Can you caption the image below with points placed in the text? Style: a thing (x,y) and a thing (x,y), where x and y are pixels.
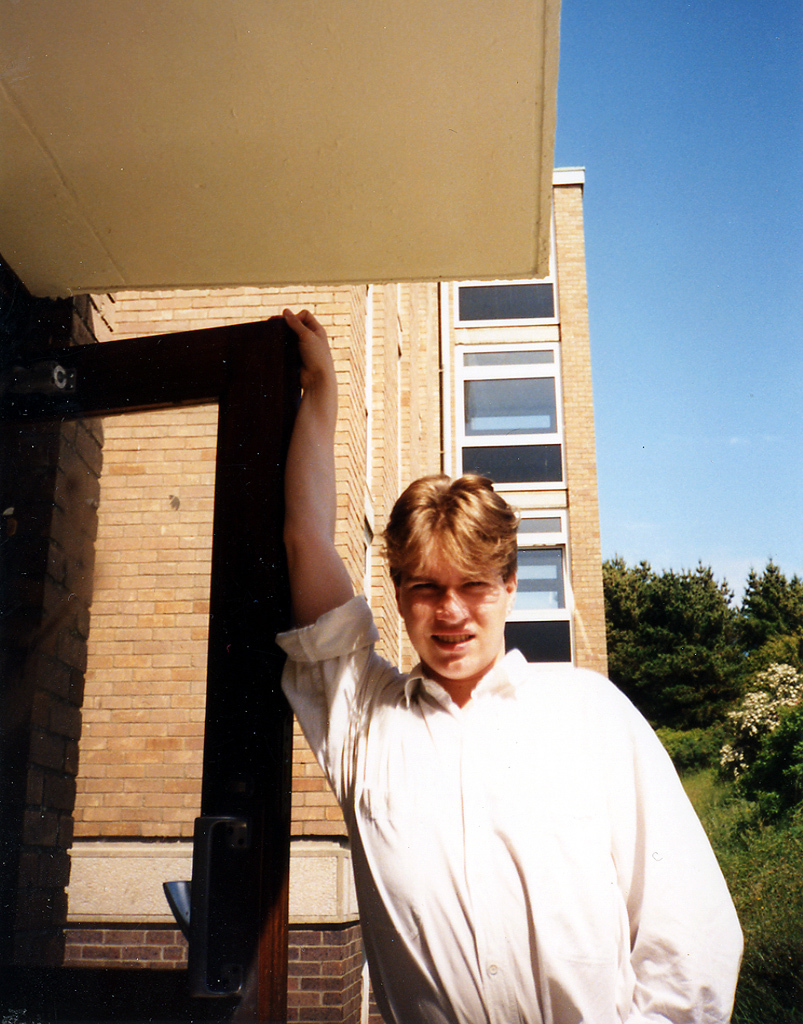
In this image we can see a person (400,550) standing and holding a door (151,361) and there is a building (460,428), few trees (652,602) and the sky (684,265) in the background (787,80).
